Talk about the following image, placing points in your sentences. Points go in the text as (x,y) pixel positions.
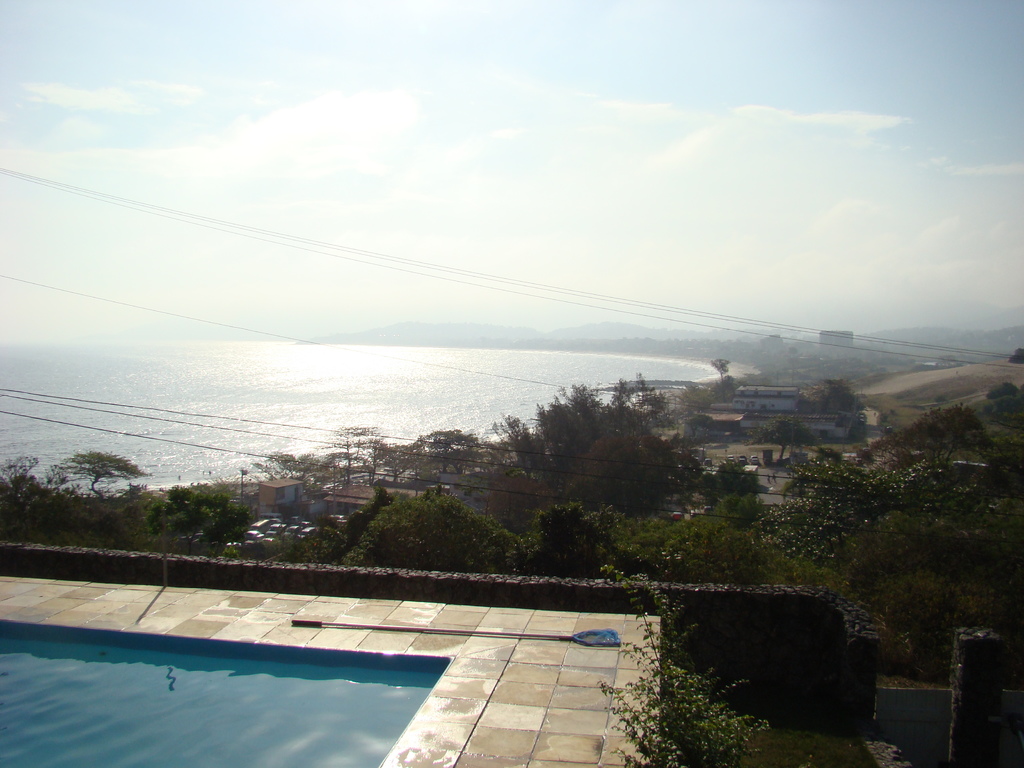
In this image, we can see the swimming pool (70,672) and there are some green trees (505,522), there is a sea (124,419) in the background (552,366), at the top (859,43) there is a sky (571,97).
